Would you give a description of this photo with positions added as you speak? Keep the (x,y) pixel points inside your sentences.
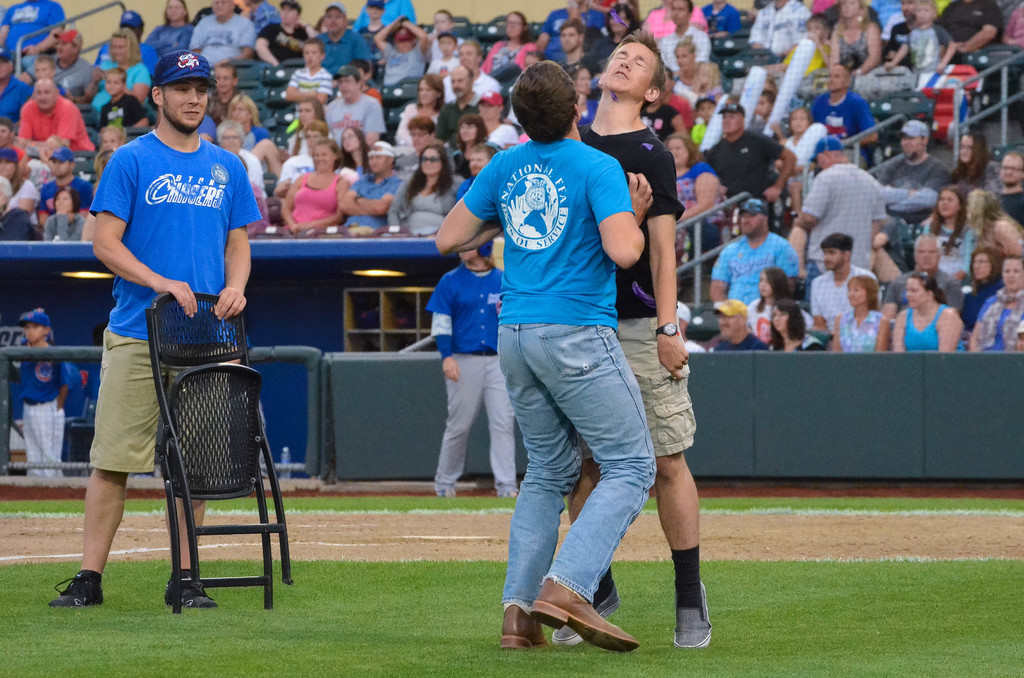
In this image I can see grass ground (334,613) and on it I can see few men (690,481) are standing. I can see he is holding a chair (179,319) and I can see he is wearing a blue colour cap (199,62). In the background (519,42) I can see number of people (839,162) where few are standing and rest all are sitting. I can also see most of them are wearing blue dress (161,243).
